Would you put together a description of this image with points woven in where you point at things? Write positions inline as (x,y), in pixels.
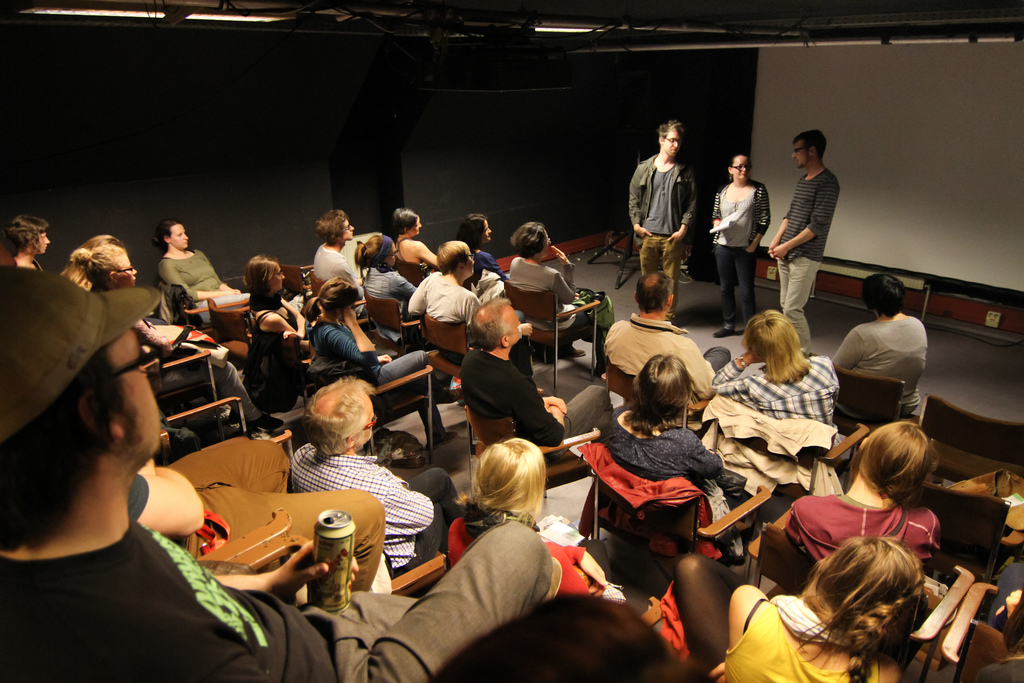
In this image I can see the group of people (366,351) sitting on the chairs (285,434). These people (519,368) are wearing the different color dresses (464,588) and one person (455,577) is holding the tin (348,560). In-front of these people (373,570) I can see three people (677,207). There are the lights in the top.
